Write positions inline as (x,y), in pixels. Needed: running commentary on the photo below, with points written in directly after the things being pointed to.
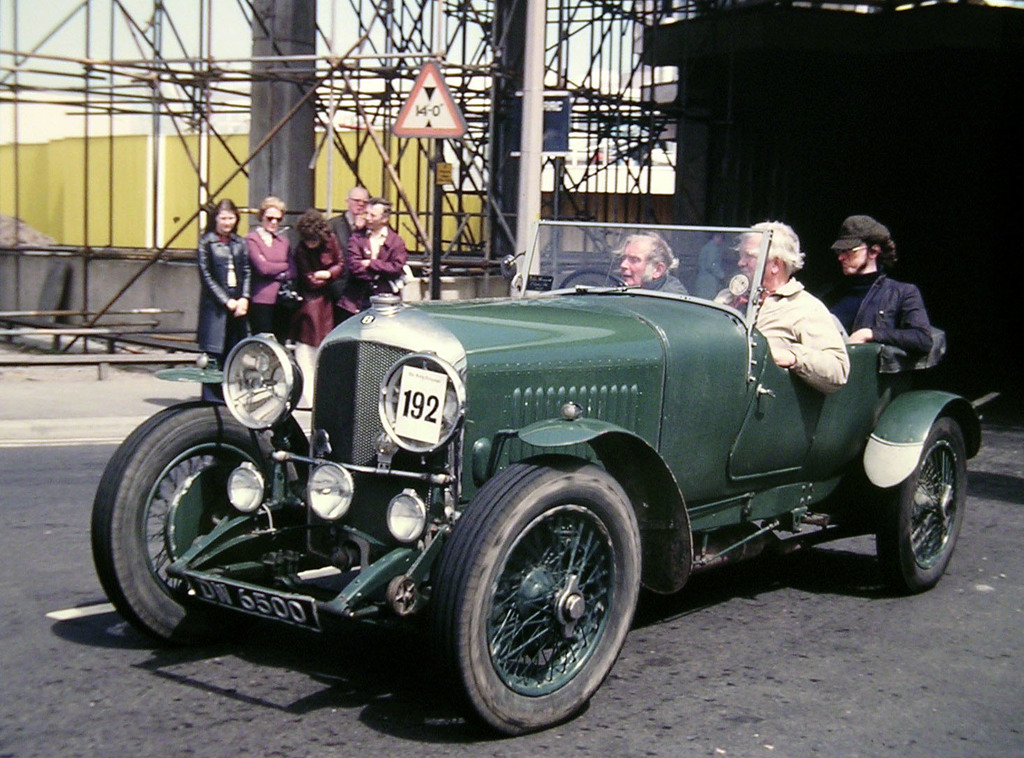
In the center of the image (522,378) there is a vehicle (454,409) and we can see people (791,352) sitting in the vehicle (872,422). In the background (435,219) there is a sign board (428,96) and we can see people (273,266) standing. There are rods (209,16) and pillars (514,179). At the bottom (644,697) there is road (707,704).
